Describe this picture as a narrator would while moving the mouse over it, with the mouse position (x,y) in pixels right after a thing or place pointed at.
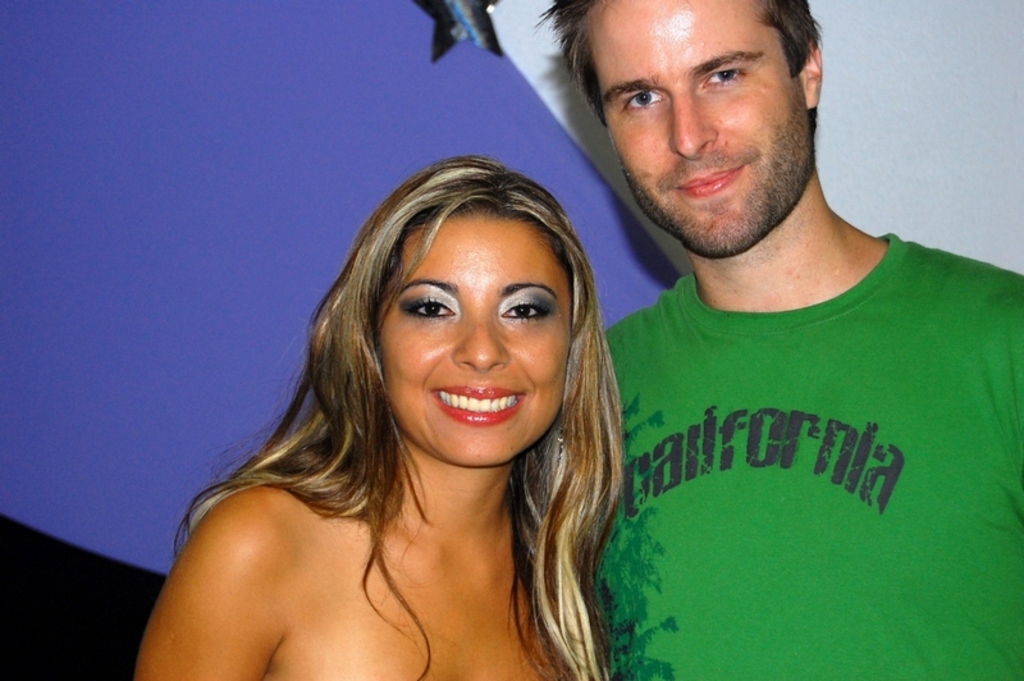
In this image there is a couple (659,513) in the middle (632,432). There is a man (810,412) on the right side (896,430) who is wearing the green dress (863,438). There is a girl (378,522) on the left side (304,526). In the background (201,401) there is a cloth (153,406).
